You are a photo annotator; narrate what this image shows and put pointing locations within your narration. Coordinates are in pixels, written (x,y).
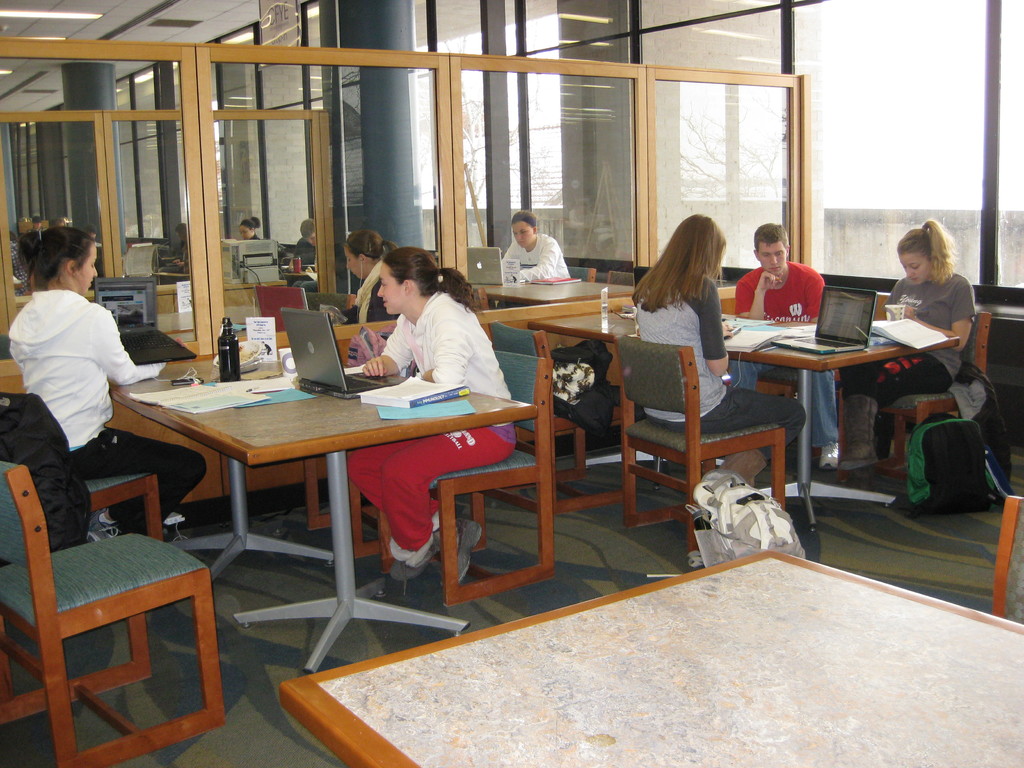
In this image i can see a number of people (721,413) sitting on chairs (643,369) in front of a table (404,425). On the table (279,403) i can observe few books (394,397), laptops (339,371) and bottles (229,324). In the background (259,306) i can see glass windows (815,179) and the roof (177,26).
